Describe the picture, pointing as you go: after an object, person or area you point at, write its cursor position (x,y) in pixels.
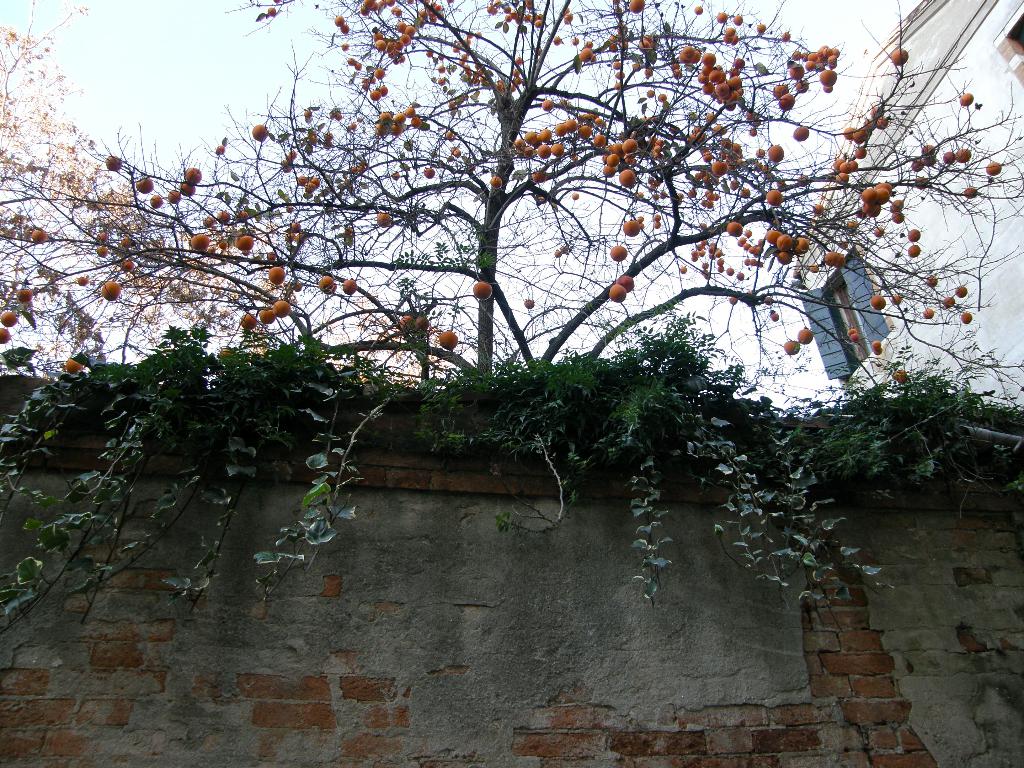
In this image we can see tree (433,115) with fruits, creepers (407,385), walls (464,587), building (874,147), windows (854,300) and sky (292,176) with clouds (212,156).
